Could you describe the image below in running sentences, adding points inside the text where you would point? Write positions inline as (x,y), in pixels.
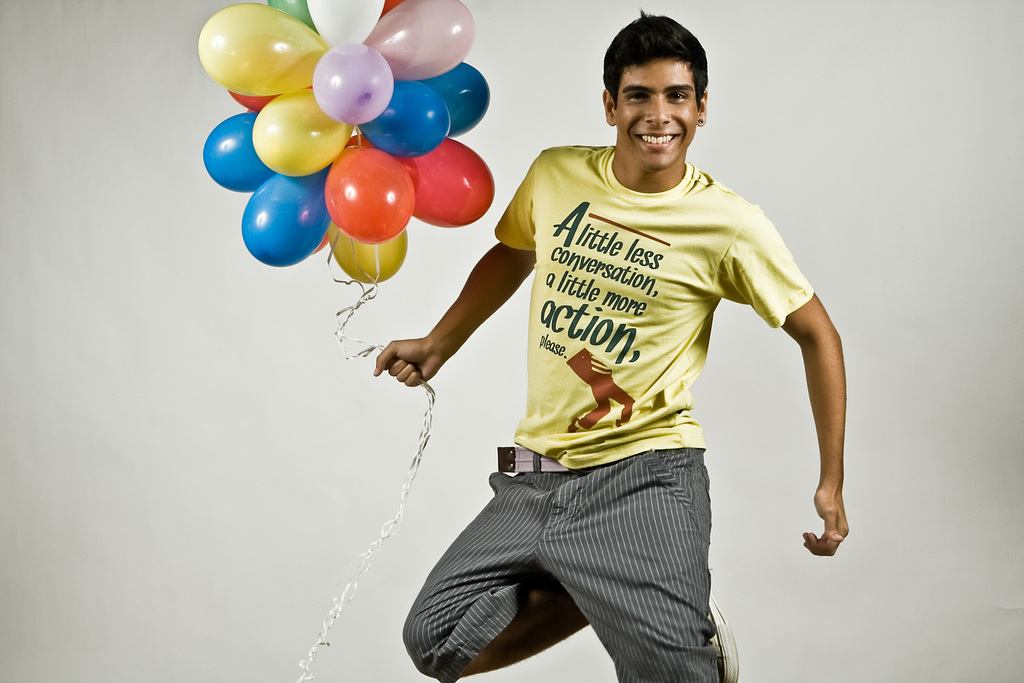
In this there is a man (704,282) who is wearing t-shirt (648,380), trouser (652,508) and sneaker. He is holding the balloons (401,166).
